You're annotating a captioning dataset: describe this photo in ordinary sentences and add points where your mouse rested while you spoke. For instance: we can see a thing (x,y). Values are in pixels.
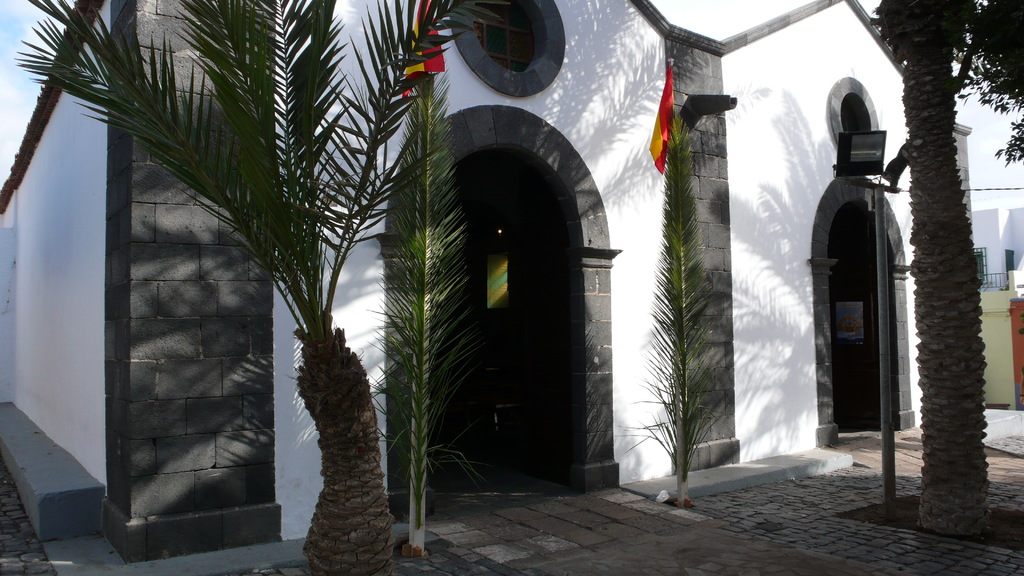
In the image there is a building (620,109) with palm trees (297,158) on either side of it and a flag (661,119) in the middle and above its sky (737,14).
